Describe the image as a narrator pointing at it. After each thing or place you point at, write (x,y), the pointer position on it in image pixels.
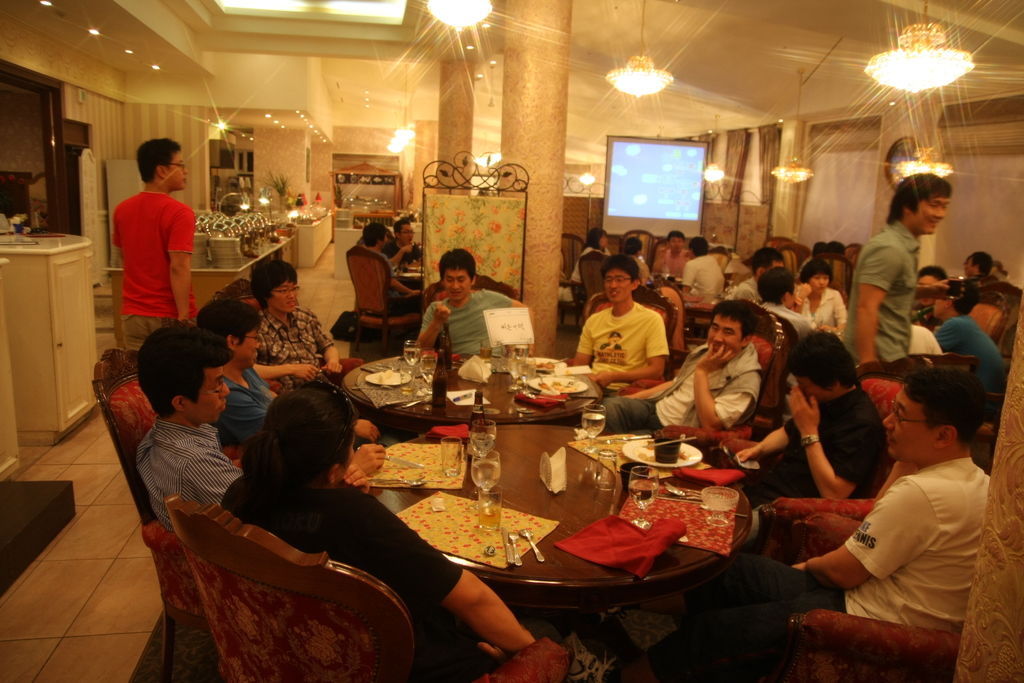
In this image I can see people (929,202) where two of them are standing and rest all are sitting on chairs (799,250). I can also see few tables (537,493) and on this table (543,506) I can see glasses (608,484), spoons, plates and few clothes (438,431). In the background (612,167) I can see a screen (660,198) and few lights (921,60).
